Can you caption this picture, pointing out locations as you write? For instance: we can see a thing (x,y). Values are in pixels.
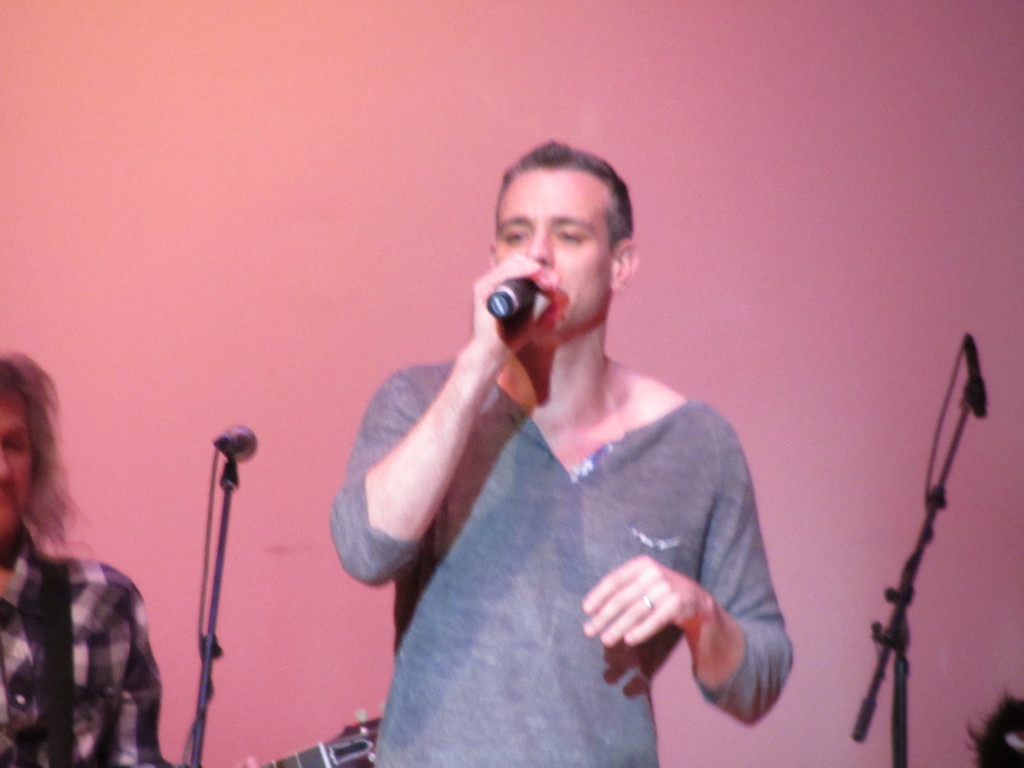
In this picture we can see a man (473,706) who is talking on the mike (520,309). These are the mikes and there is a wall (286,291).
